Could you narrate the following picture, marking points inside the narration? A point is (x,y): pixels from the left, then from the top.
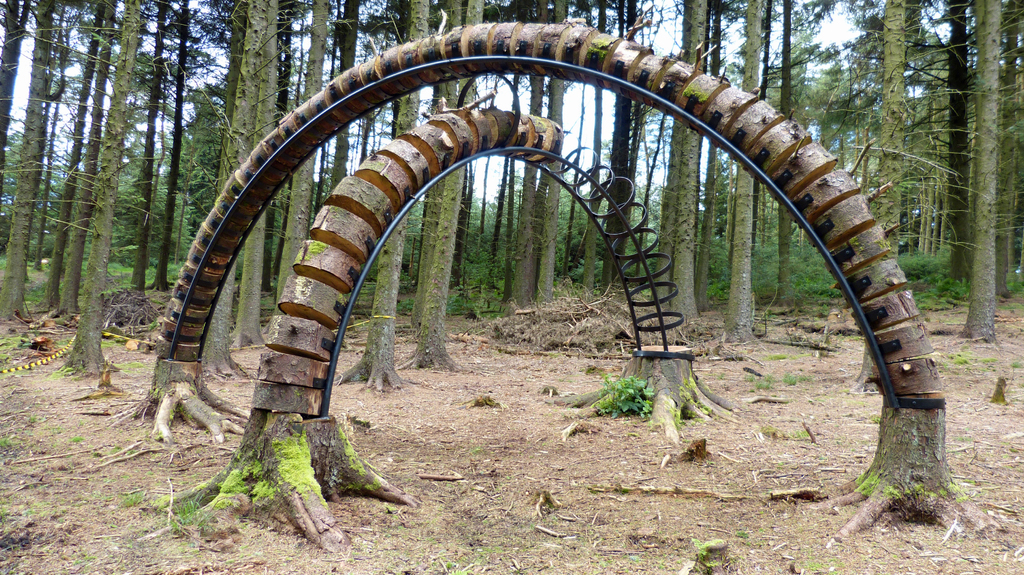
In the image there are arches (302,373) made of tree (526,37) in the front (248,167) and in the back (133,130) there are trees (323,32) all over the land (803,571).
